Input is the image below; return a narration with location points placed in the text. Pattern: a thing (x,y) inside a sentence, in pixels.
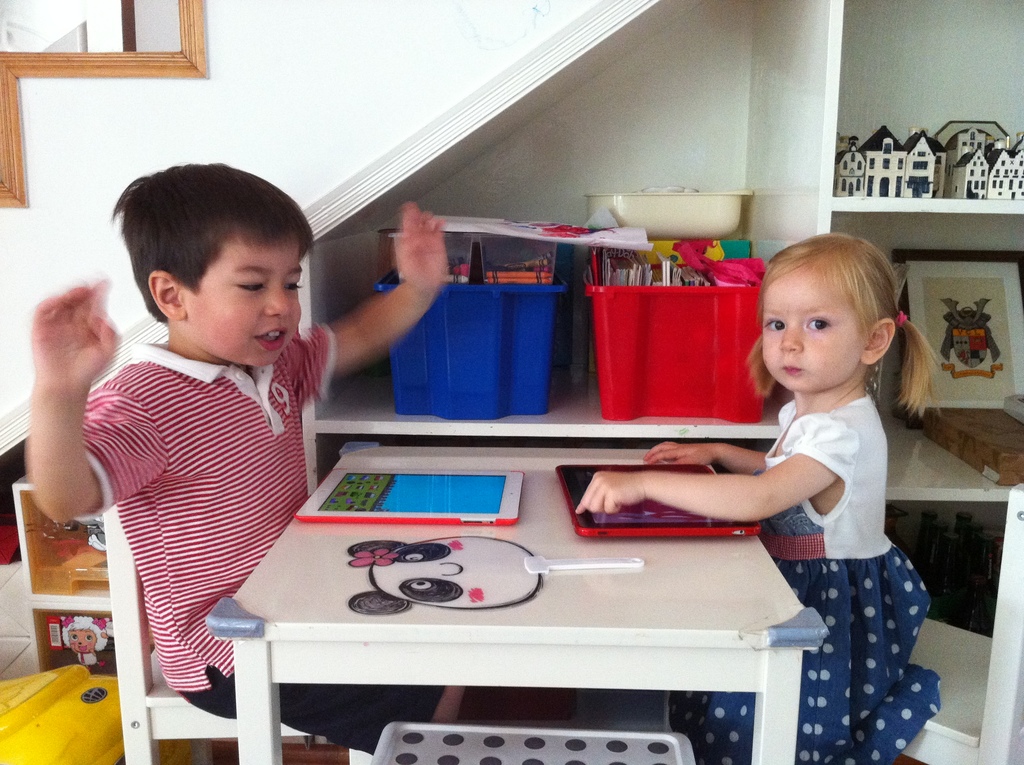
In this picture there is a boy (146,216) and a girl (833,345) who are having a table (503,627) in front of them and their two tablets (571,495) in front of them.
